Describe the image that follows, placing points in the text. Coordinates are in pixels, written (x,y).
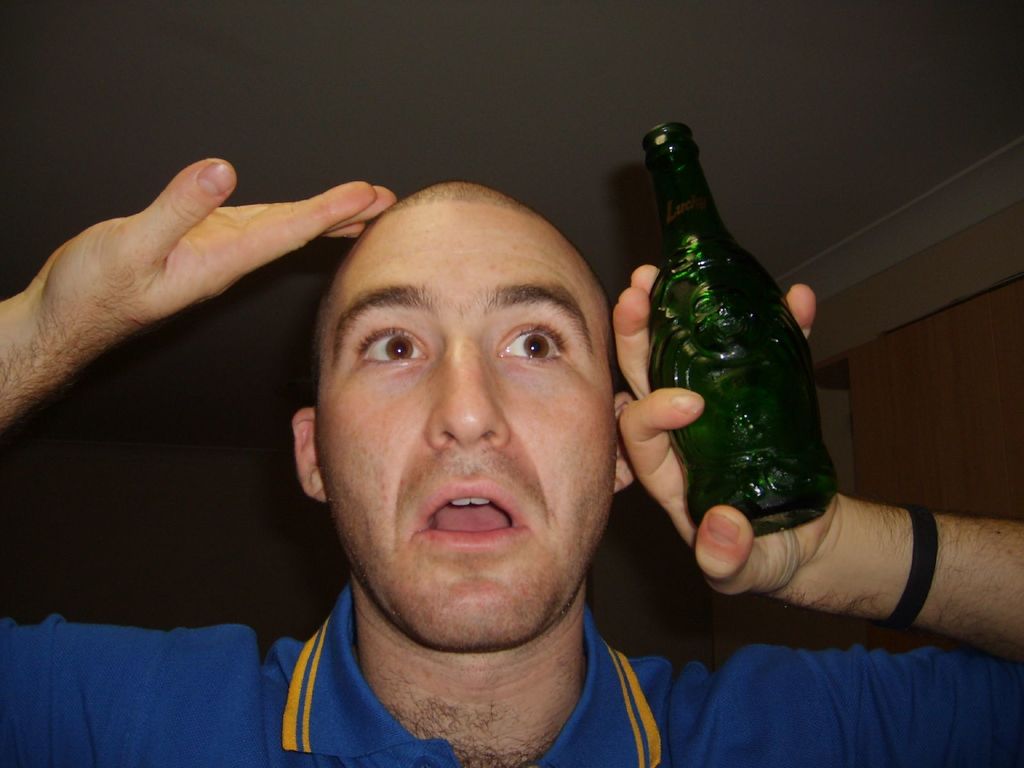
A person (471,605) wearing a blue shirt (193,647) is holding a green bottle (715,333).
